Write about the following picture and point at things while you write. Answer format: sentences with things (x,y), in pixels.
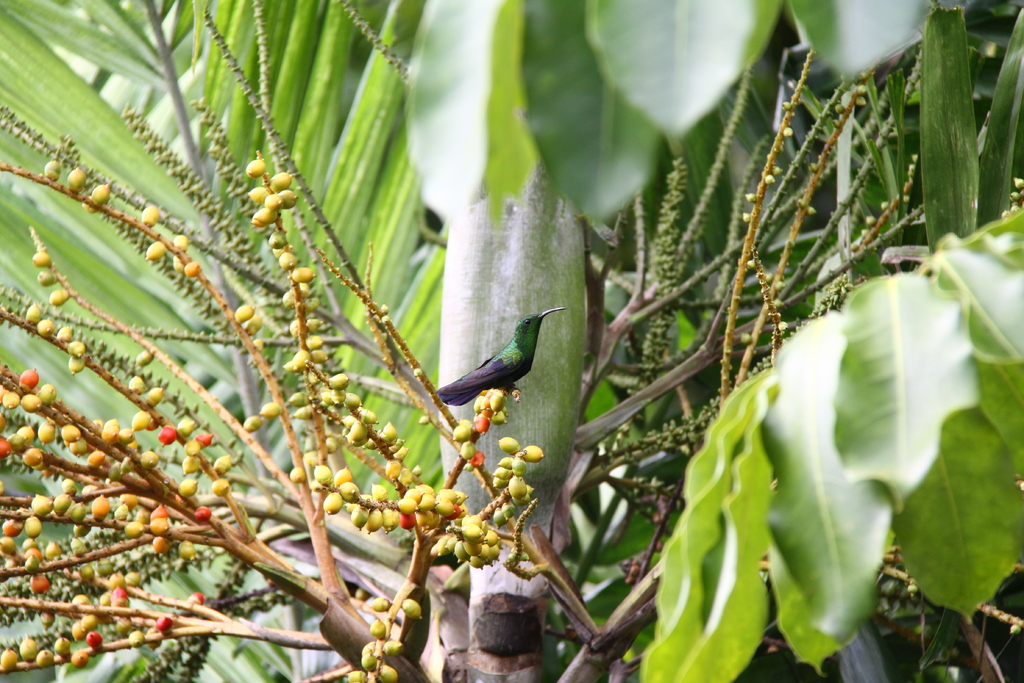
In this image in the center (504,376) there is one bird (521,363) which is on a tree (538,366), and in the background (539,359) there are some trees (522,589). In the foreground (73,622) there are some fruits (76,602).
